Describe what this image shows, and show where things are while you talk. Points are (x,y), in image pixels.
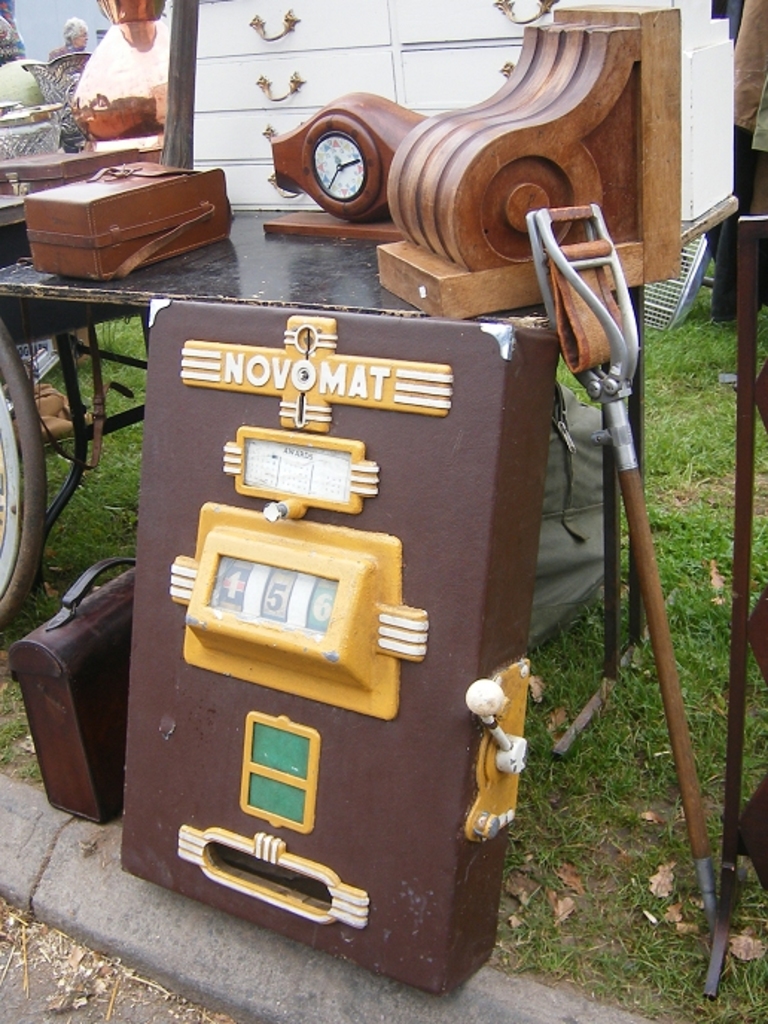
In this image there are tables (78,413) and we can see a shovel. At the bottom (557,810) there is grass (616,778) and we can see a briefcase (110,725) and a board (349,747). On the left (75,39) there is a person (75,21).
